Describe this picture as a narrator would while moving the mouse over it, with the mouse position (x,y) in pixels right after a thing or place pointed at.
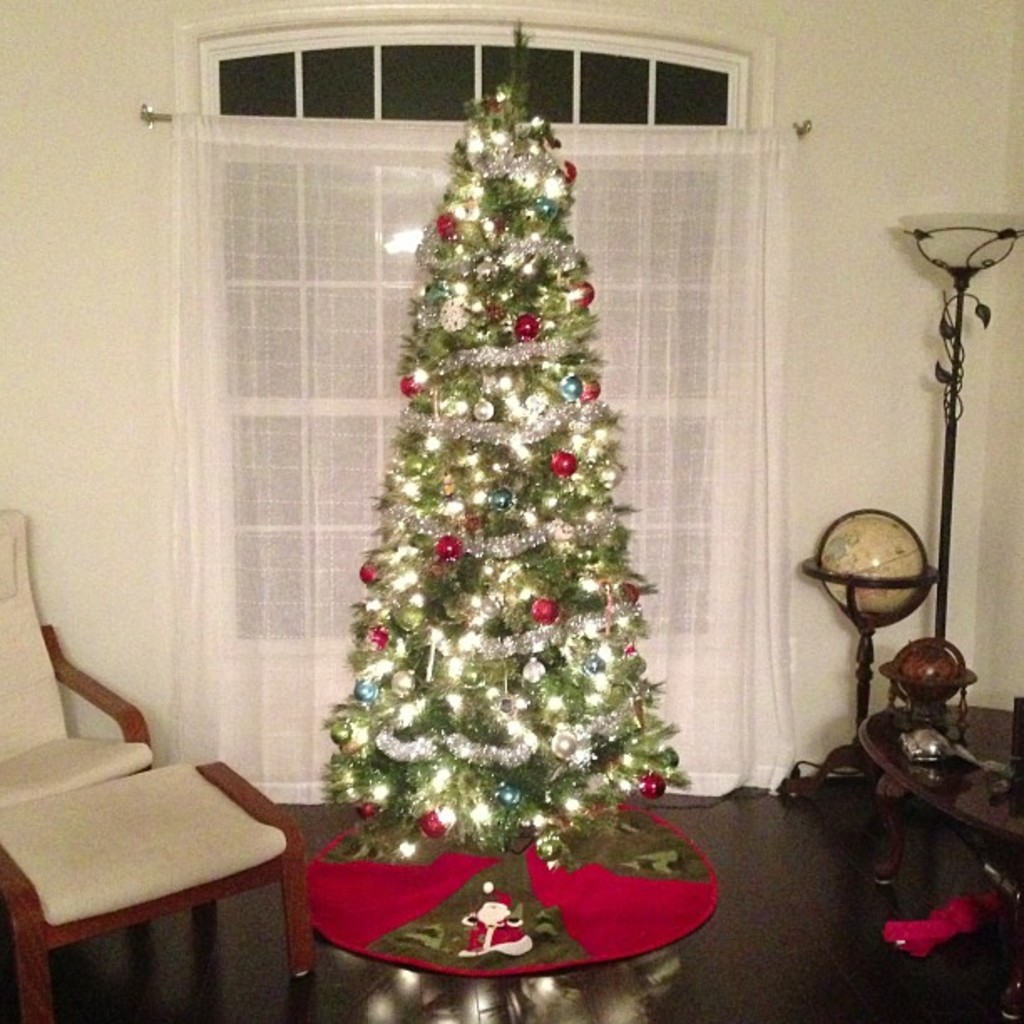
In this image i can see inside view of house (452,986). on the left side (50,736) i can see a chair (53,770), on the middle (376,392) i can see a window (284,105), on the window (287,90) i can see curtain (252,247), on the right side (877,559) i can see a table (881,730), i can see a globe (855,583). and i can see a stand (971,277) near to the wall (873,288). on the middle (553,587) i can see a cloth (428,910) with red color and there is a Christmas plant (445,707).
